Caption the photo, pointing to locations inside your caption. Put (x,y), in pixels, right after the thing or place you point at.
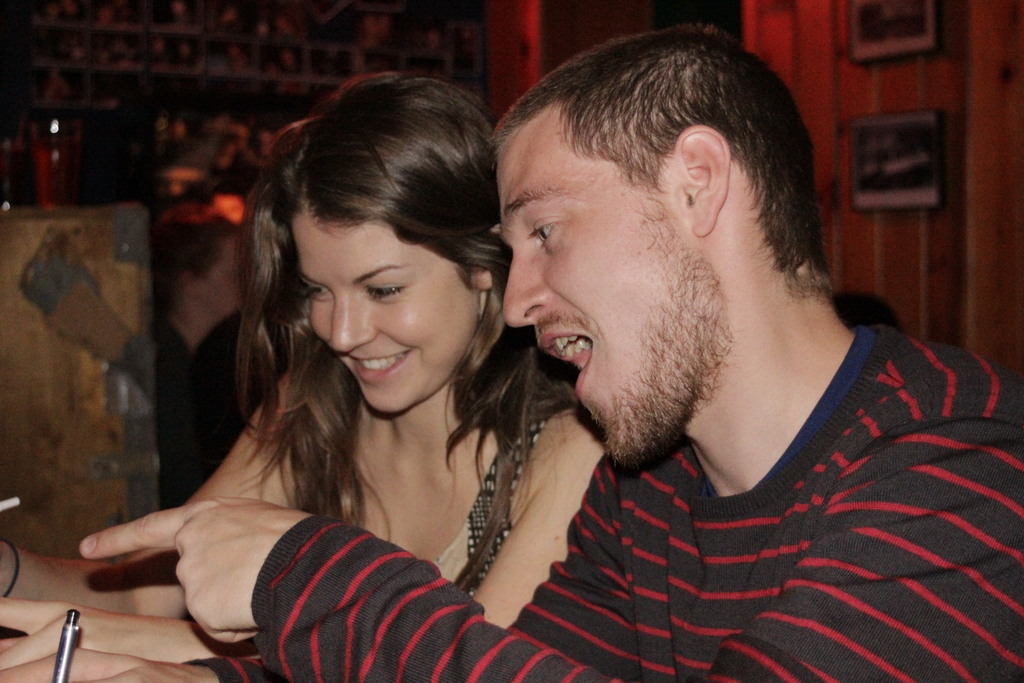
In this image we can see a man (606,396) and woman (563,420) smiling. The background of the image (936,9) is slightly blurred, which is dark where we can see photo frames (898,187) on the wall (905,228).
